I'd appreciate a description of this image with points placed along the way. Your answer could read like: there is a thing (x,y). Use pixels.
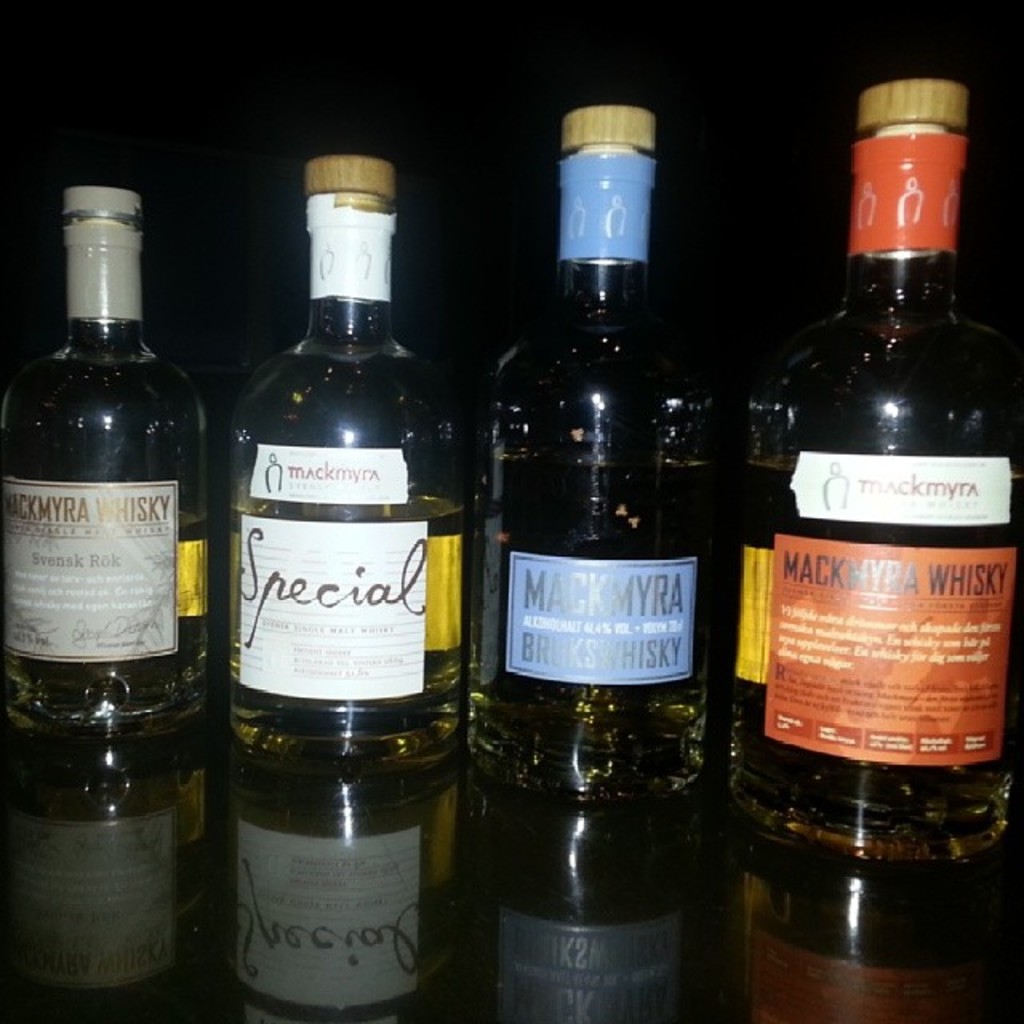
On table (741,883) there are 4 bottles (397,439) with liquids (696,657).
